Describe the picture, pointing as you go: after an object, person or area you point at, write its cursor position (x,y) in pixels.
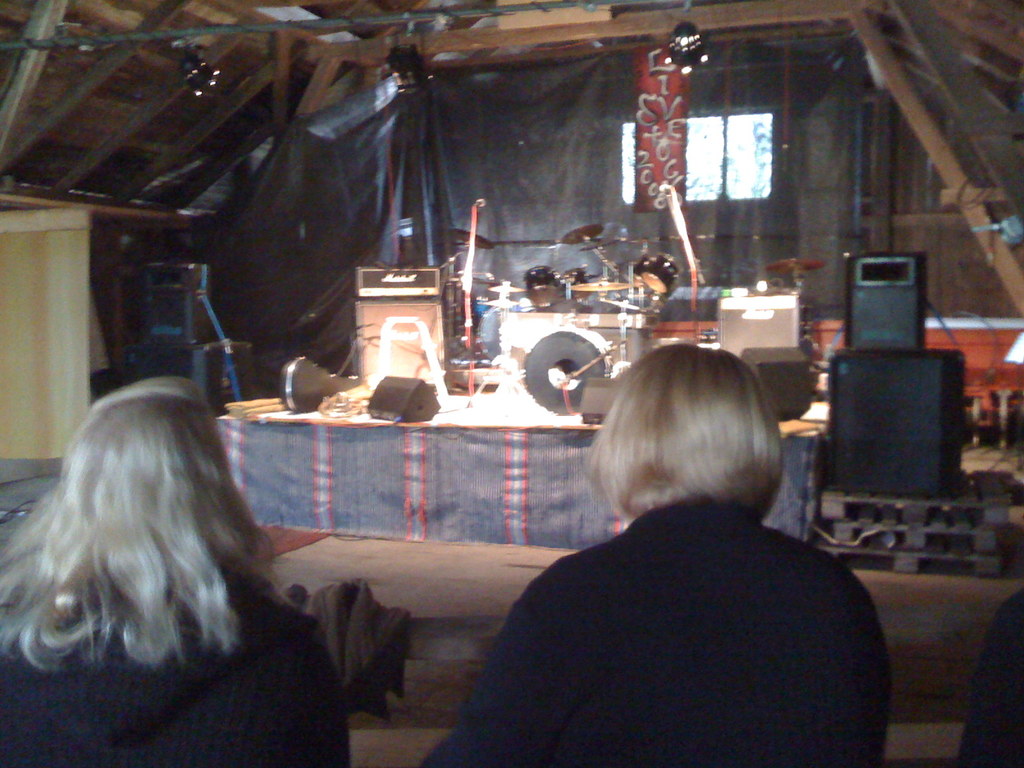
In the foreground (597,695) I can see three persons (622,664), speakers (912,402), stage (388,390) on which musical instruments (554,314), focus lights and some objects (783,298) are there. In the background (983,137) I can see rooftop (952,134), screen (698,175), table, chair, wires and a curtain (660,251). This image is taken may be in front of the stage (514,445).
